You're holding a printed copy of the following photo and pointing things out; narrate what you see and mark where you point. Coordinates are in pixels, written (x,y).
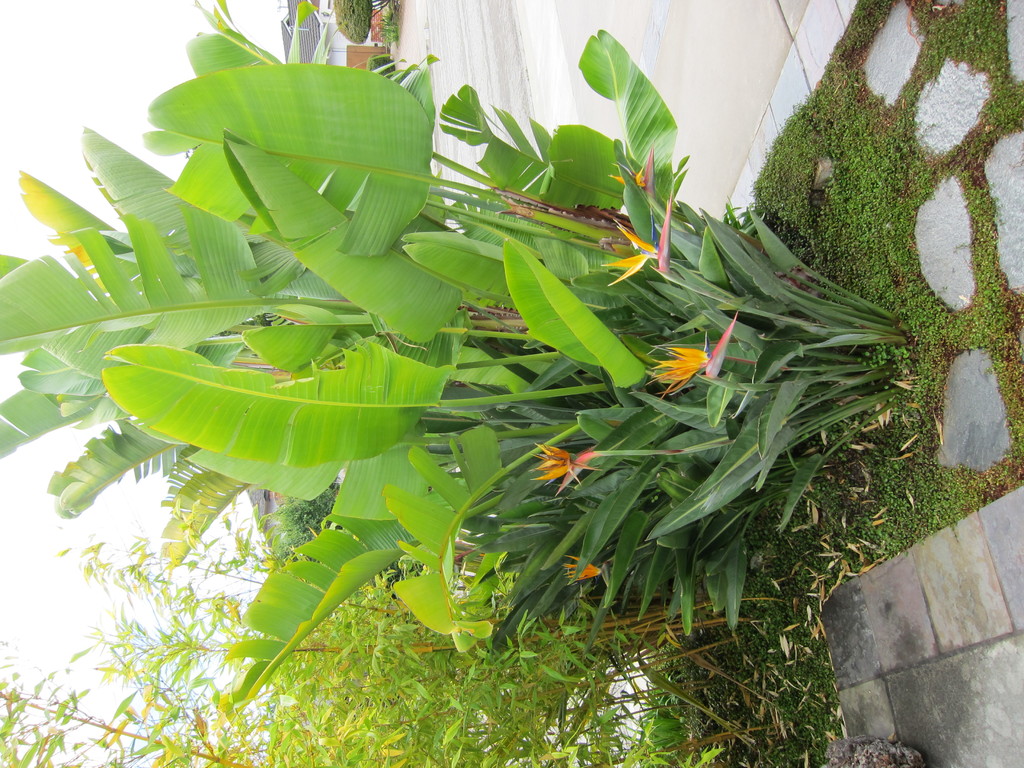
This image is taken outdoors. On the right side of the image (918,168) there is a floor (932,584) and there is a ground (915,491) with grass (941,344) on it. In the middle of the image (449,312) there are a few plants (215,401) with leaves (735,609) and stems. On the left side of the image (34,523) there is the sky (42,493).
